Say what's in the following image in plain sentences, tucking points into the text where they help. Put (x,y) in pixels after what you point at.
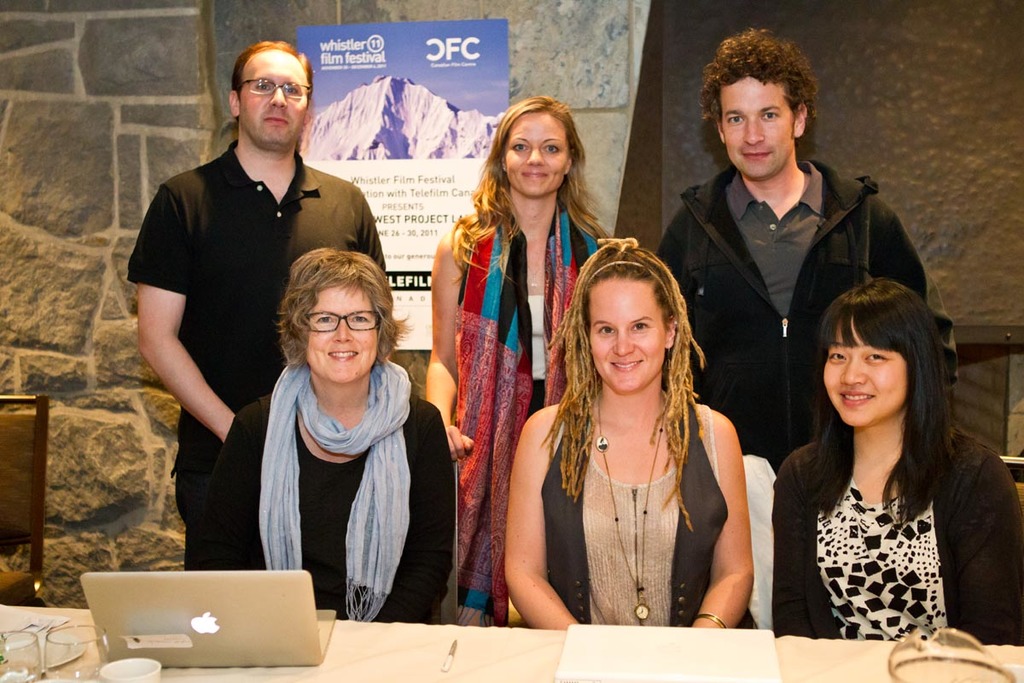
In the picture I can see three people (447,497) are sitting on chairs (758,529) in front of a table (817,657) and three people (549,161) are standing in the background (770,212). These people (445,263) are smiling. On the table (404,654) I can see a laptop (208,643), glasses (895,666), papers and some other objects (937,668). In the background (445,159) I can see a board (444,152) attached to the wall (21,234).
